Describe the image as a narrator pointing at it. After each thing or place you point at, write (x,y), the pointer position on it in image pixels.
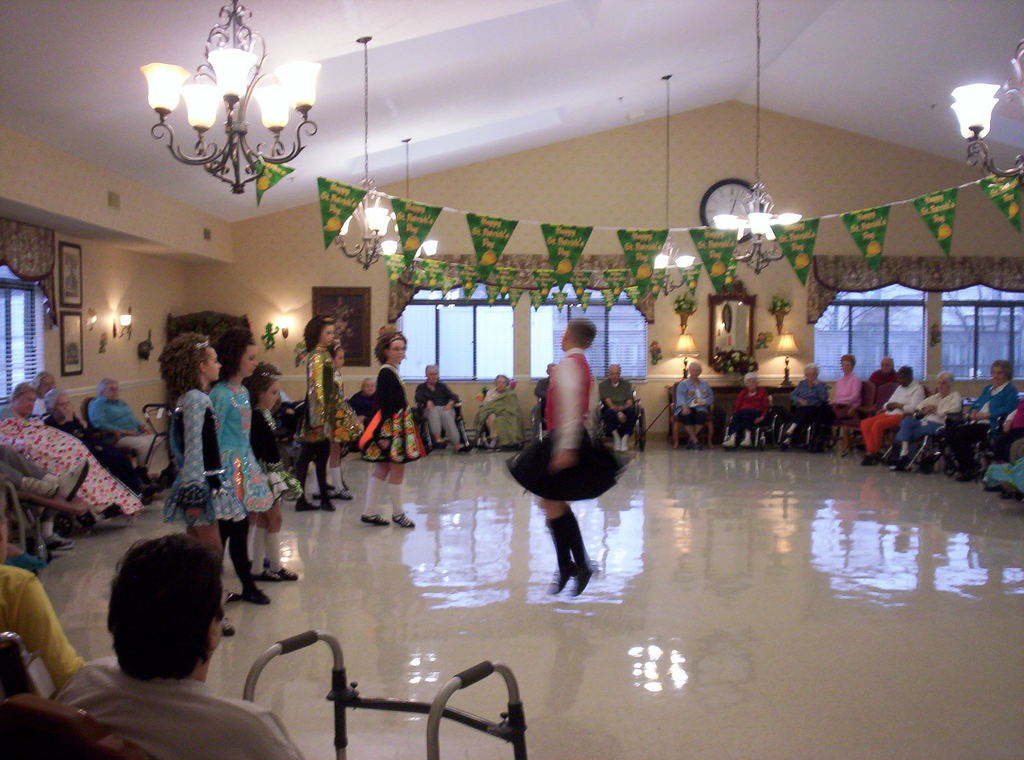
In this image we can see some persons (587,450), decorative items (871,214), lights (693,337), chairs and other objects (9,421). In the background of the image (293,260) there is a wall (526,327), glass windows (609,329), lights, frames (338,325), curtains (817,280) and other objects (801,270). At the top of the image (453,83) there is the ceiling (625,24) with chandelier (242,71). At the bottom of the image (808,677) there is the floor (814,655). On the left side of the image (120,593) there are persons (91,665) and other objects (14,646).
